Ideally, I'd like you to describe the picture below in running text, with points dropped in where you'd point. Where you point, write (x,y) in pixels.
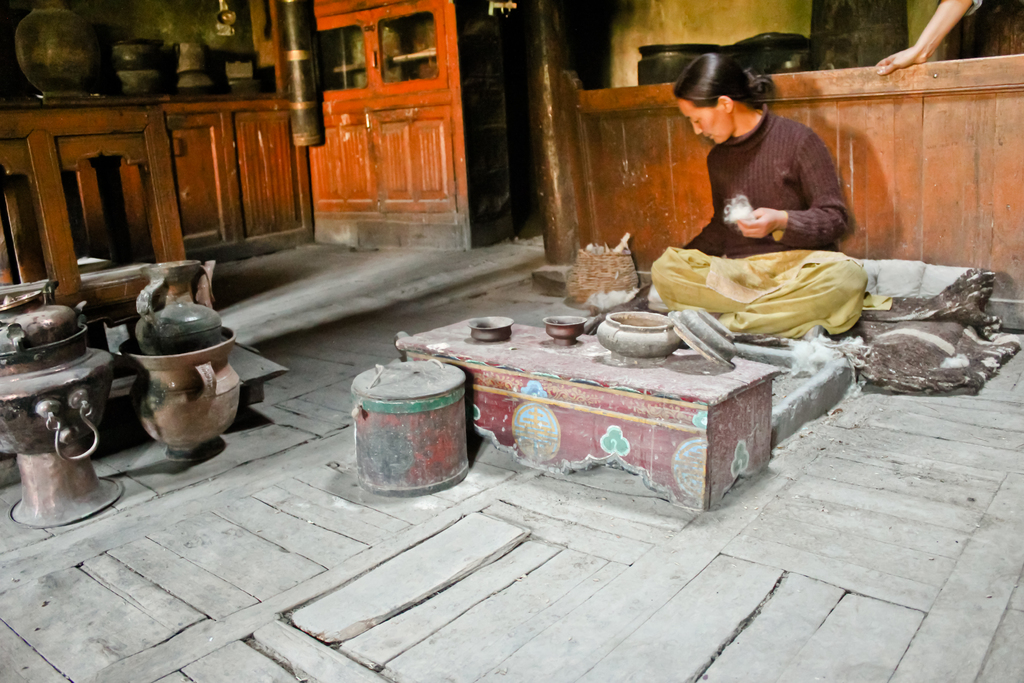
In this image, I can see a woman (779,275) sitting. In front of the woman (701,289), there are bowls (623,347) and a lid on a table (628,415) and I can see a container (451,429) on the wooden floor (451,511). On the left side of the image (185,317), I can see utensils (42,376) and a wooden object (79,270). In the background (239,72), I can see a pot (140,64), few other utensils (184,65) and cupboards (404,139). Behind the woman (803,136), I can see a wooden wall (618,97) and few other objects (842,52). In the top right corner of the image (946,22), I can see a person's hand (923,45).
